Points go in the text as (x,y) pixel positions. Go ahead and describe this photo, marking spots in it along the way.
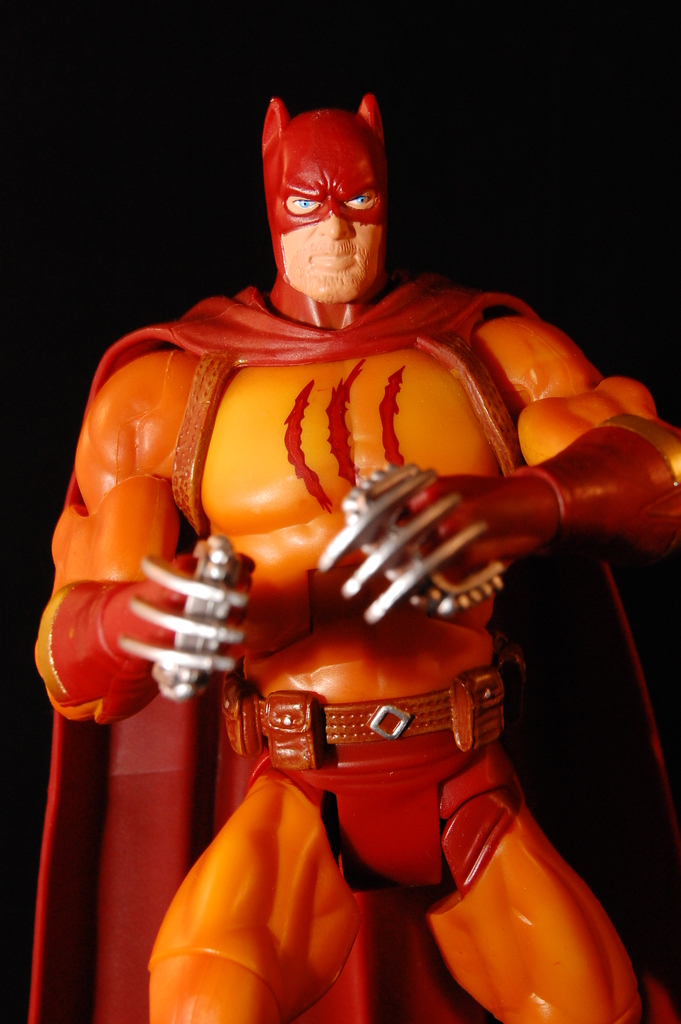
In this picture there is a superhero toy (396,747), it is in orange color. The background (76,119) is dark.
